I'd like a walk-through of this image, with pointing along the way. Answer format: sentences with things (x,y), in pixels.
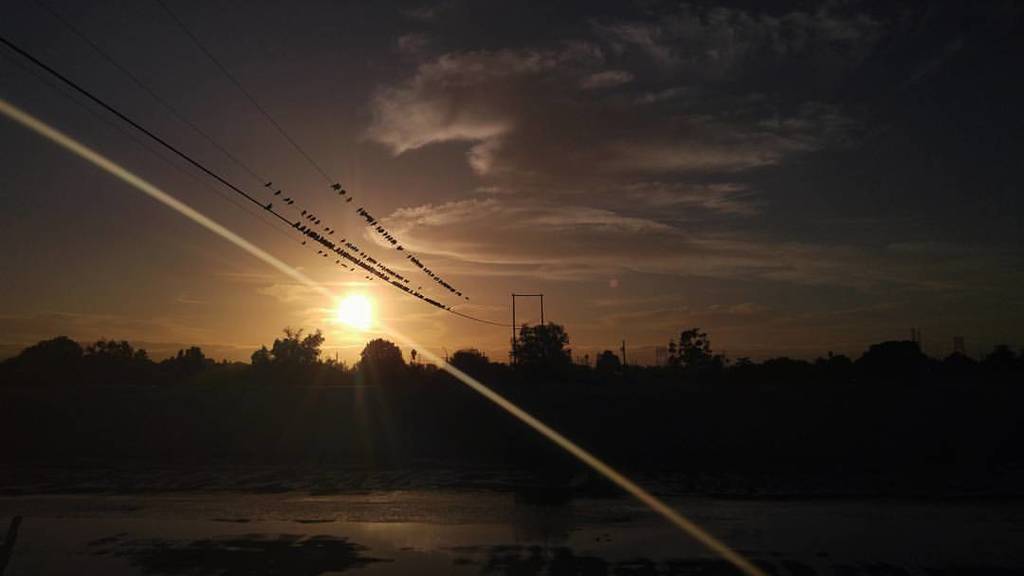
In the picture we can see water (501,557) and far away from it, we can see trees (53,377) and behind it, we can see a pole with wires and on it we can see many birds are sitting and in the background (424,286) we can see sky (420,192) with clouds (523,210) and sunshine (397,319).
